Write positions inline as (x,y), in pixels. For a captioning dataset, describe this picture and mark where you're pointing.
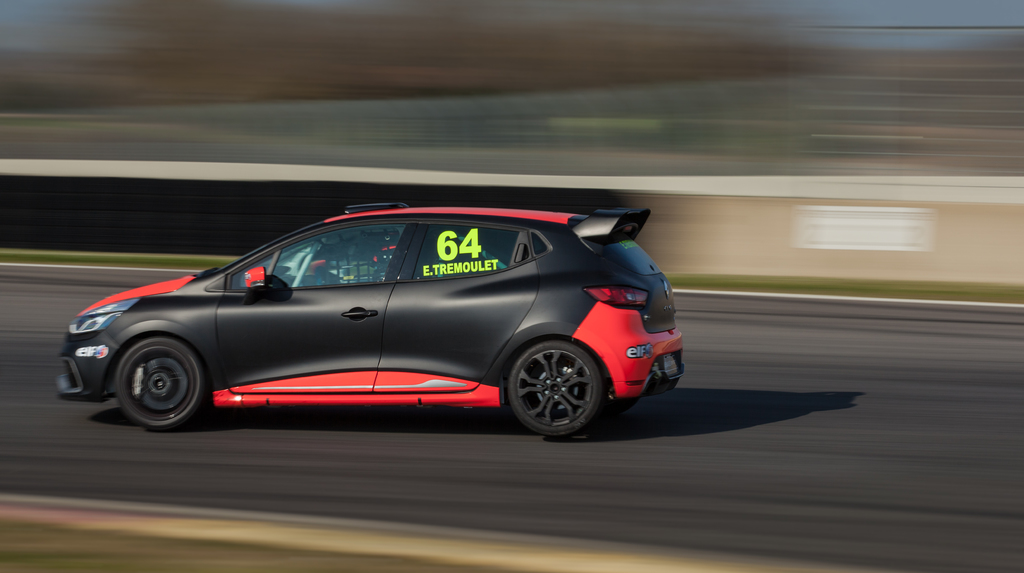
In this picture we can see the black and red car (430,363) is moving on the road track (613,472). Behind there is a blur background (266,141).
